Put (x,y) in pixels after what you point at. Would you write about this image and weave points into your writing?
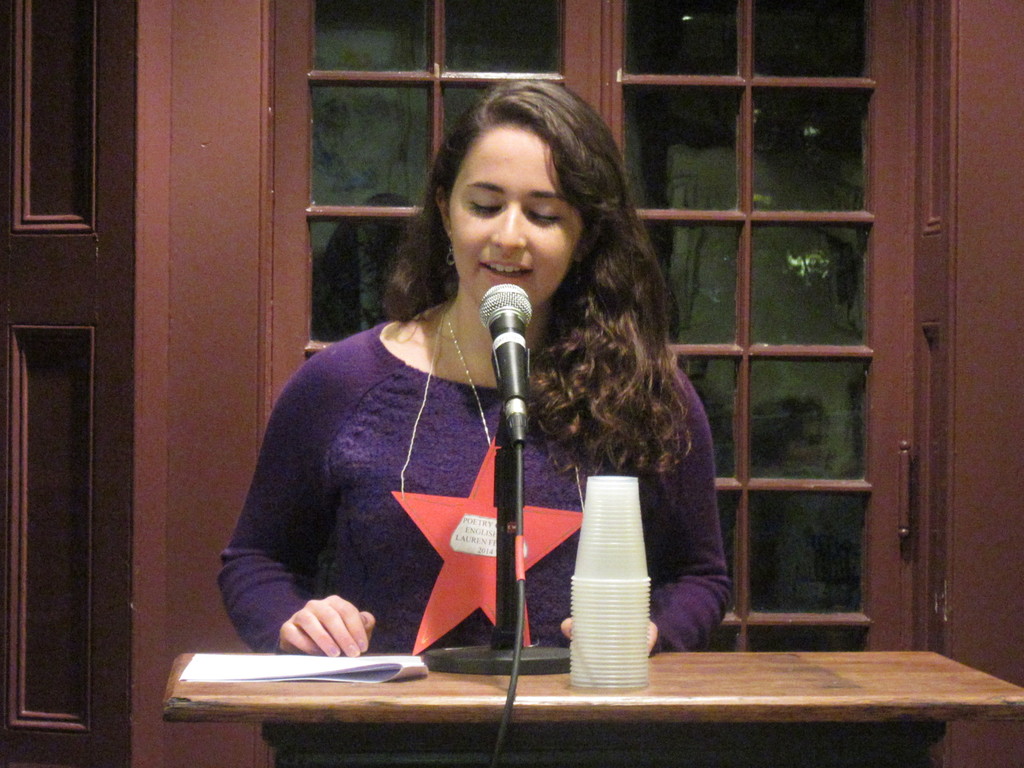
In this image a woman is standing in front of podium (480,697) and talking with a mic (523,351). At the background (18,399) there are door (97,53) and window (676,52) made of wood (169,414). On the podium (781,686) there are few glasses (624,659) and papers (291,668) on it.
